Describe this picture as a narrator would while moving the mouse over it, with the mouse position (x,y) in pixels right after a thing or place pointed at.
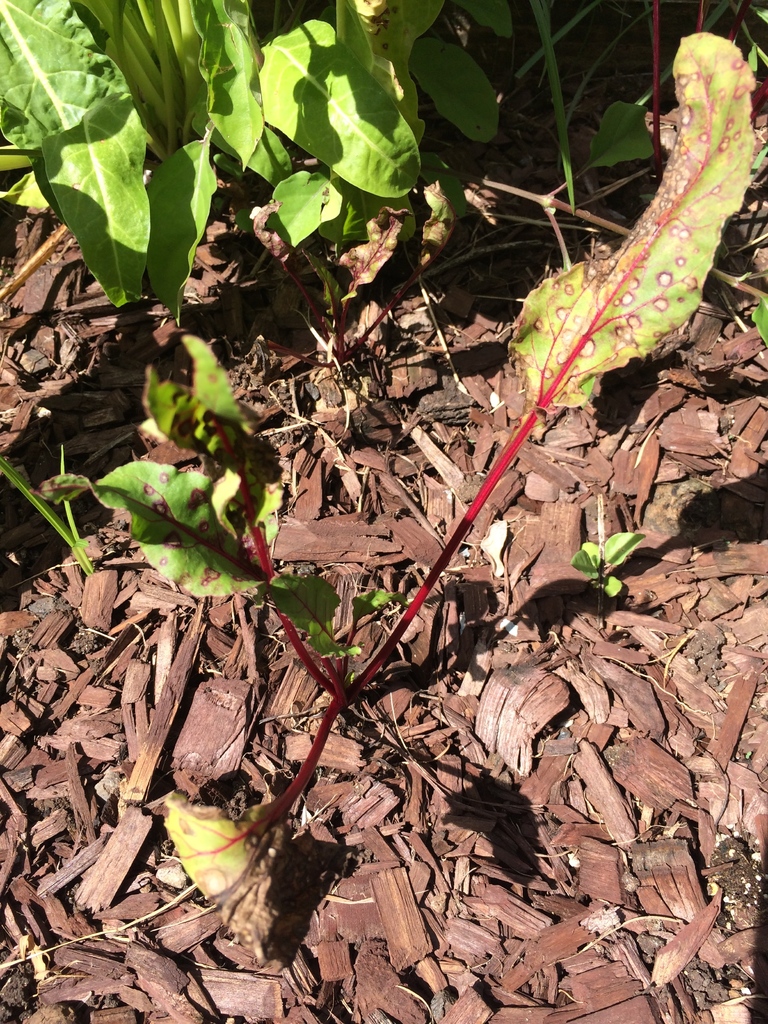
In this image, we can see a some plants (471,88) with green leaves (43,126). At the bottom (662,972), we can see a land (586,983) with some leaves (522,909).
